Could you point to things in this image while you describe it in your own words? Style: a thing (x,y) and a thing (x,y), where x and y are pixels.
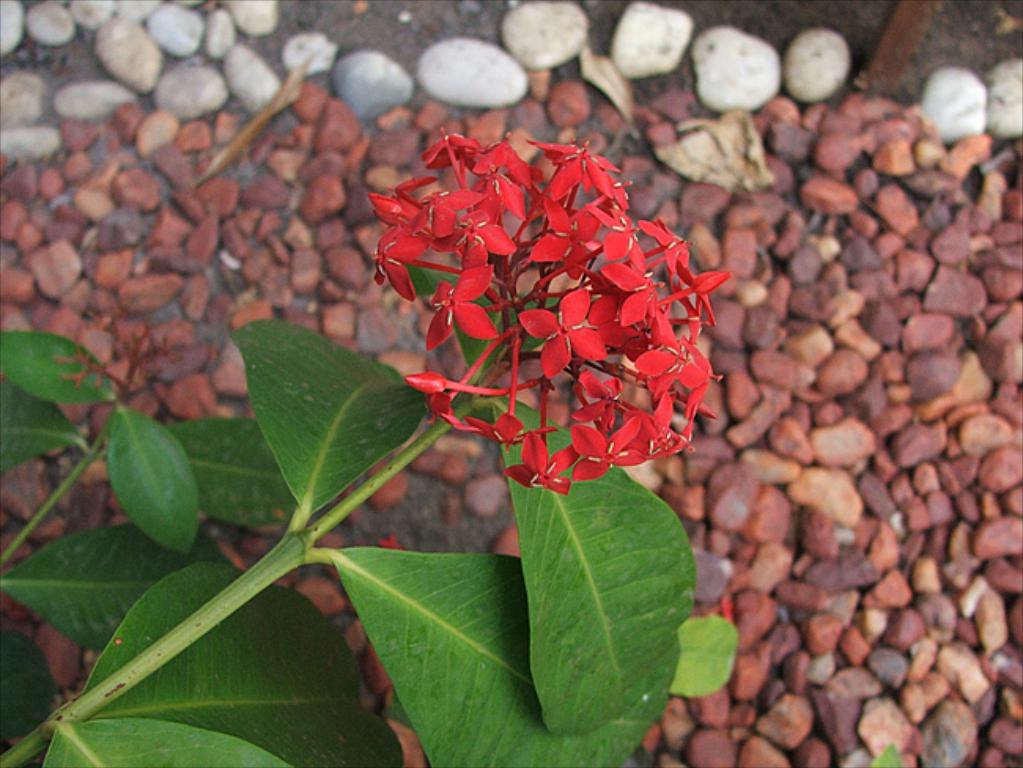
In this picture we can see flowers (583,301), leaves (381,574) and on the ground (636,148) we can see stones (524,88).
